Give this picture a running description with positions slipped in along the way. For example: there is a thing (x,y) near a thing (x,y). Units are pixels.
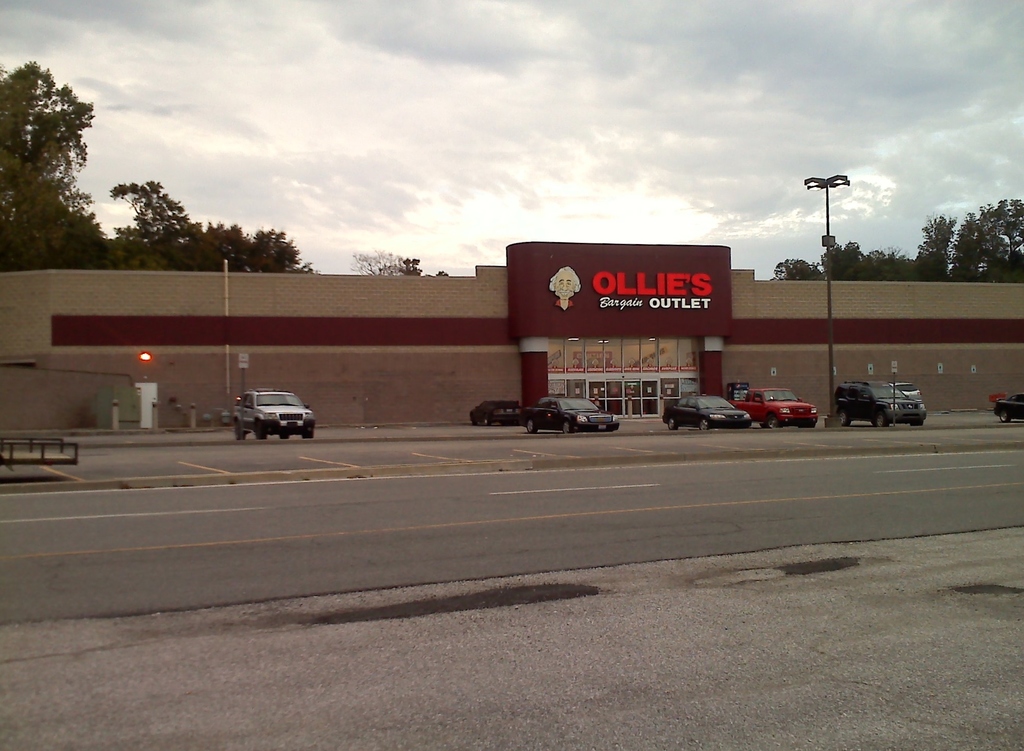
In this picture there is a road (330,540). There are some cars (274,410) parked in front of this building (460,353). We can observe a pole (828,269). In the background (116,206) there are trees (194,249) and a sky (461,138) with some clouds (535,133).
